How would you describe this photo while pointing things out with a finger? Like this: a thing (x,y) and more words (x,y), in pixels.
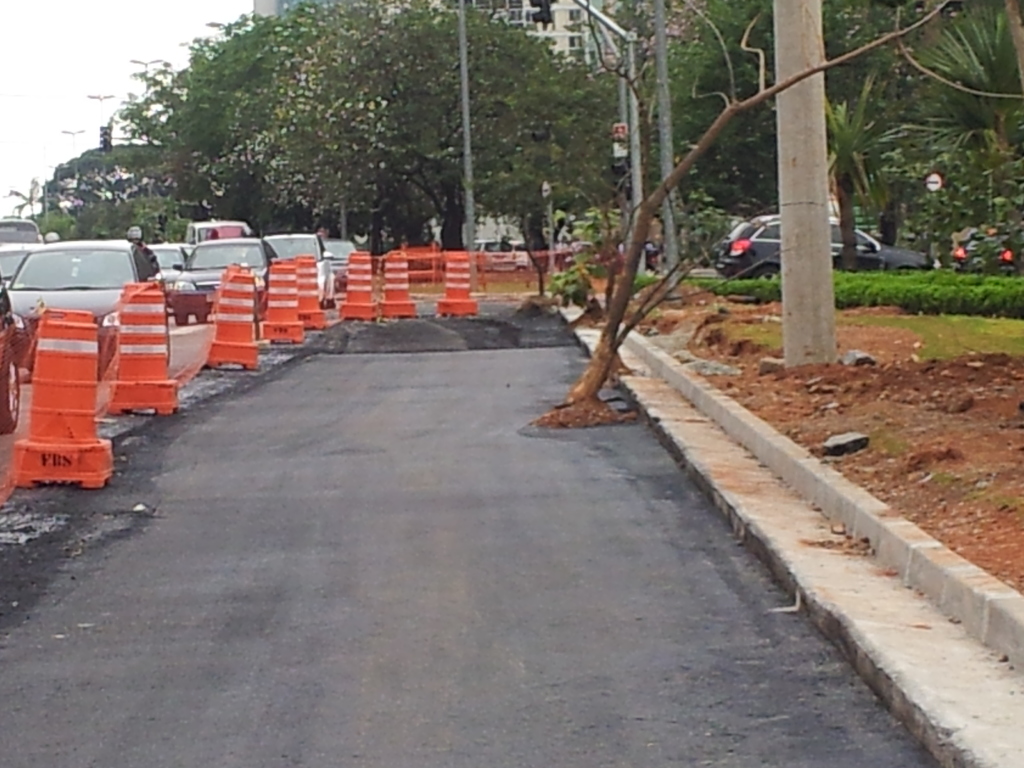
In this image we can see the barricades (269,335) and vehicles (333,268) on the road (422,513). And we can see there are poles (807,171), plants (879,281), trees (757,103) and traffic lights (538,15). In the background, we can see the sky (132,72).
